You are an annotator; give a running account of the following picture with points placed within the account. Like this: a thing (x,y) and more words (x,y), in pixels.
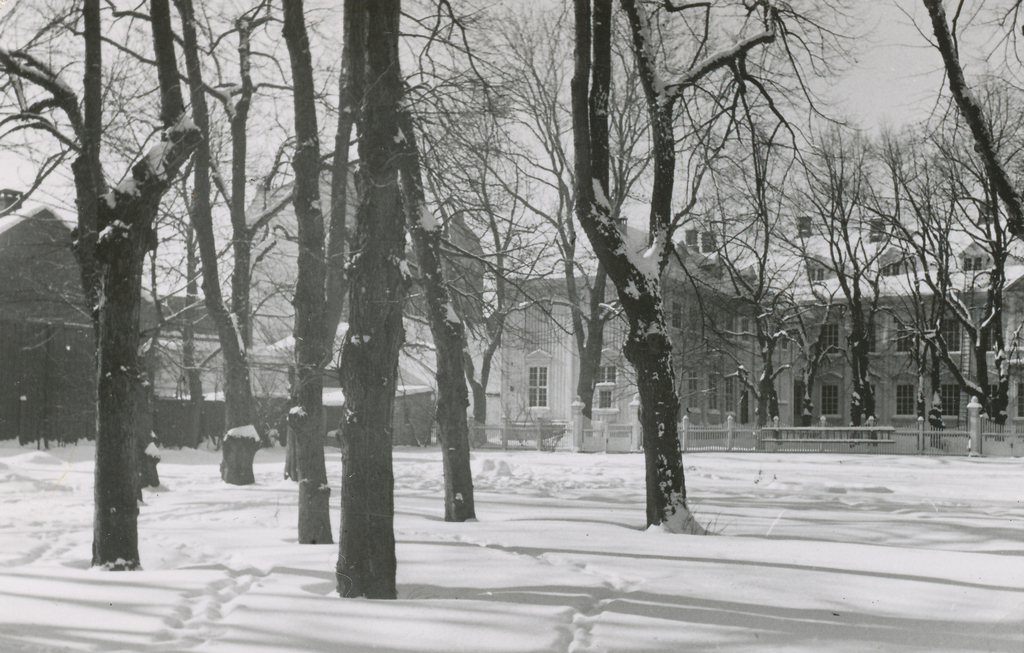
In this picture there are buildings (569,411) and trees (249,446) and at the back (716,450) there is a railing (620,448). At the top (546,49) there is sky (569,53). At the bottom (406,613) there is snow (643,631) and there is snow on the trees (445,161) and on the buildings (283,318).
